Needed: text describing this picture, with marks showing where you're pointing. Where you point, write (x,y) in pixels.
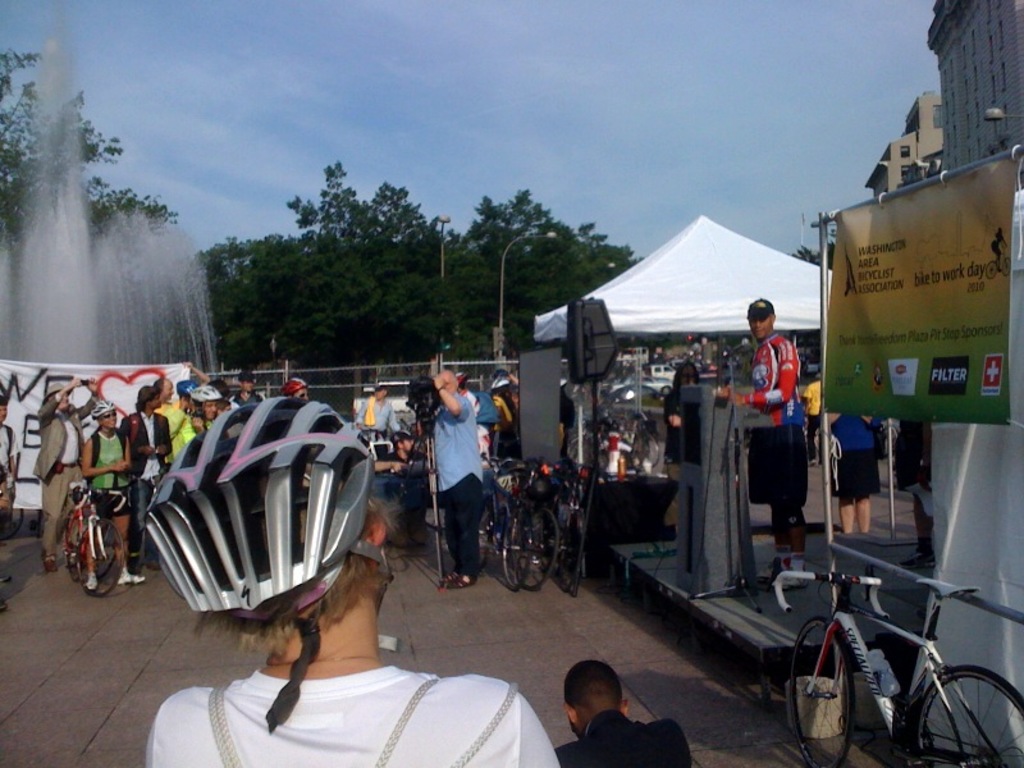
In this image I can see few persons (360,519) holding bicycles (81,528) on the ground (442,540), a person (394,712) wearing white colored t shirt (373,728) is wearing a grey colored helmet (277,508). I can see few bicycles (898,693), a white colored tent (712,319), a fountain (186,290), few trees (300,274) which are green in color, a banner (946,294) and few buildings (947,154). In the background (743,161) I can see the sky (390,134).
